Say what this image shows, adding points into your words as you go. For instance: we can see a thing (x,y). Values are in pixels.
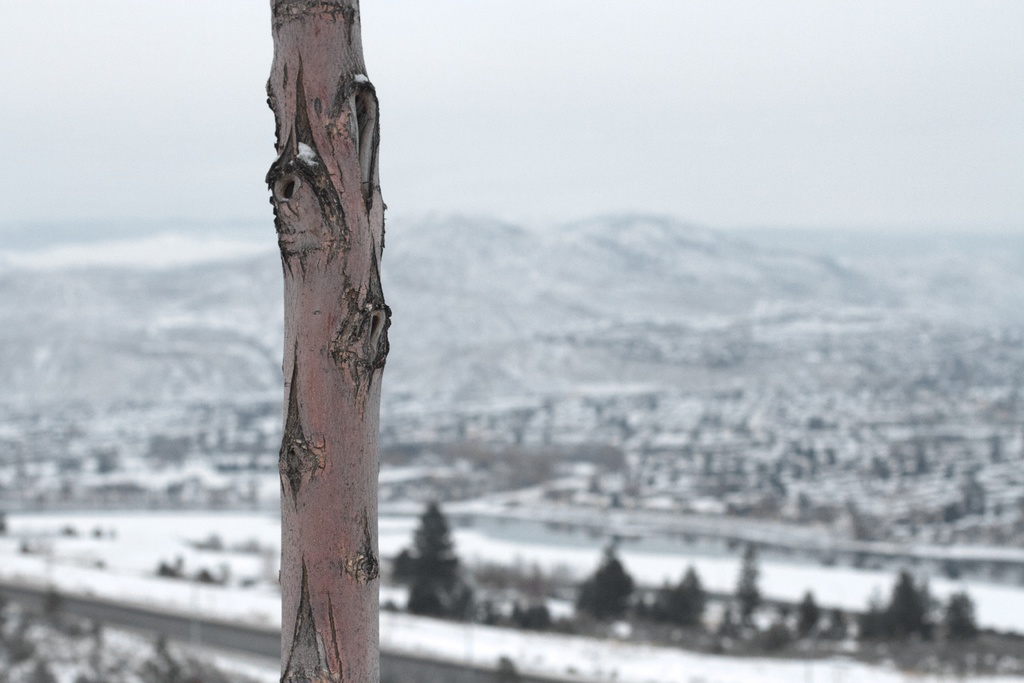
In this picture we can see a tree trunk (374,600) and in the background (435,539) we can see trees (633,589), mountains (129,298) and the sky (676,124).
